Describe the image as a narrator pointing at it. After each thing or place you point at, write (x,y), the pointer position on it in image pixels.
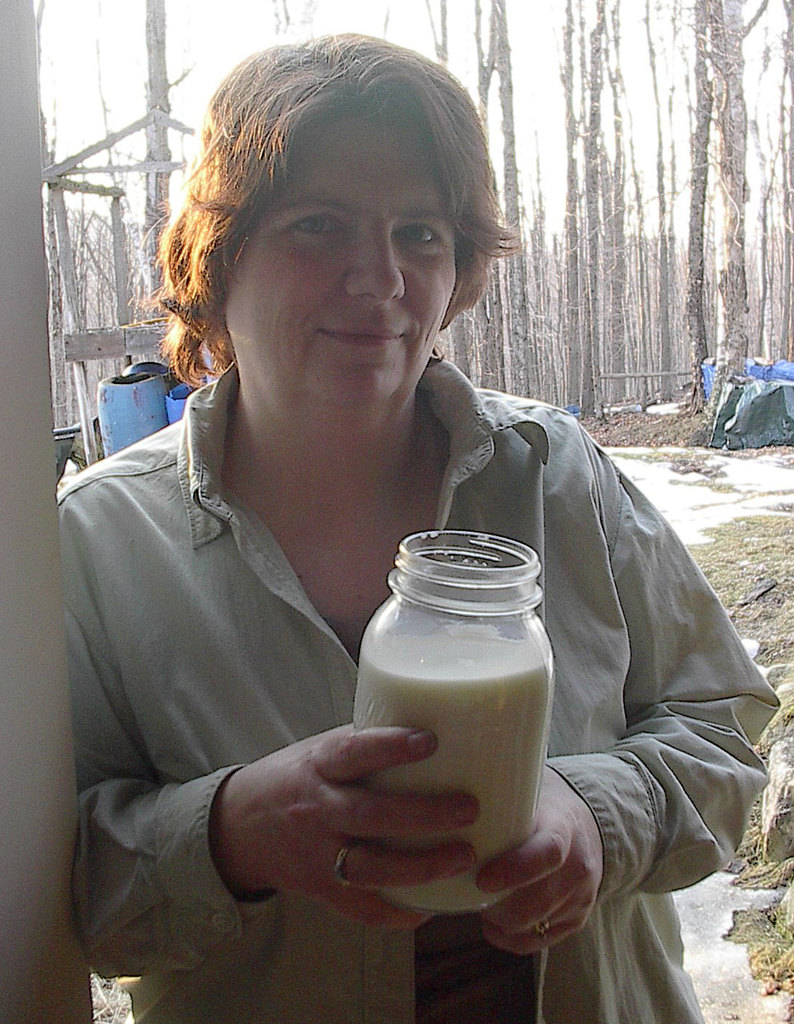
In the foreground of this picture (551,1003), there is a woman (294,591) standing and holding a jar (491,726) and there seems to be like milk (477,714) inside it. In the background (728,198), there are trees (703,155), grass (744,556), drums (123,409) and covers (754,382).
